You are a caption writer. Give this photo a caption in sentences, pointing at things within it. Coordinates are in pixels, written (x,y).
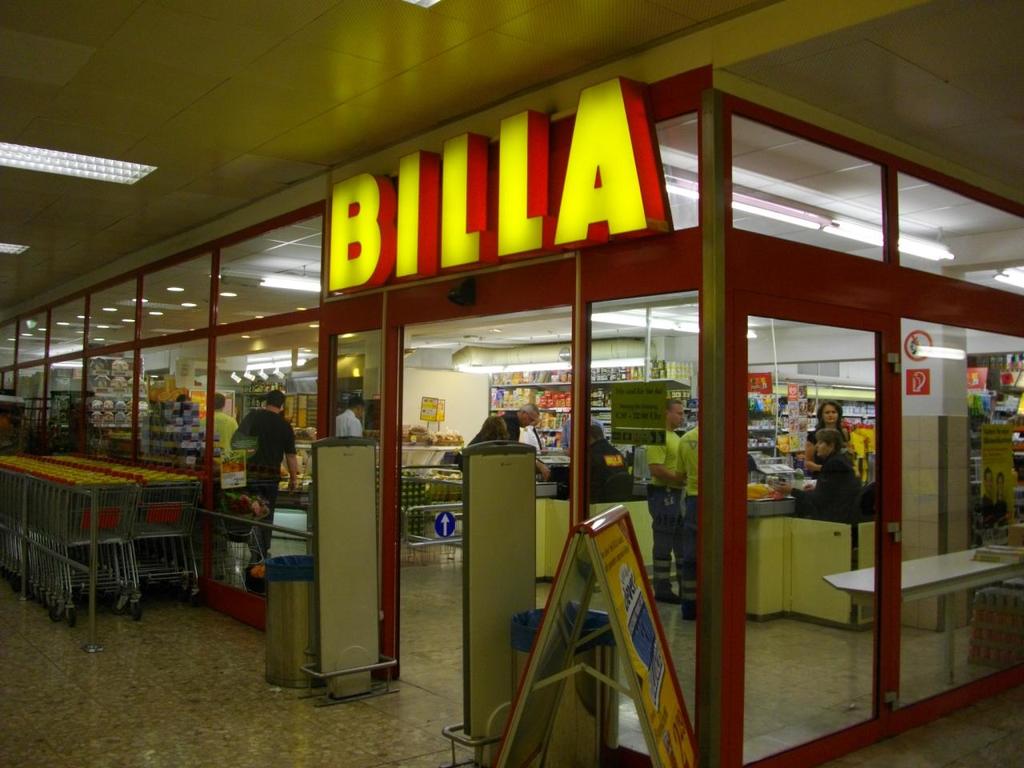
In this image it looks like it is a mart (335,256). In the middle (454,507) there is an entrance (410,460). Beside the entrance (434,549) there are dustbins (280,609). On the left side (86,527) there are trolleys (100,488) in the line. At the top (66,168) there is light (72,162). In the store (434,382) there are few people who are walking by looking at the products (549,397).
